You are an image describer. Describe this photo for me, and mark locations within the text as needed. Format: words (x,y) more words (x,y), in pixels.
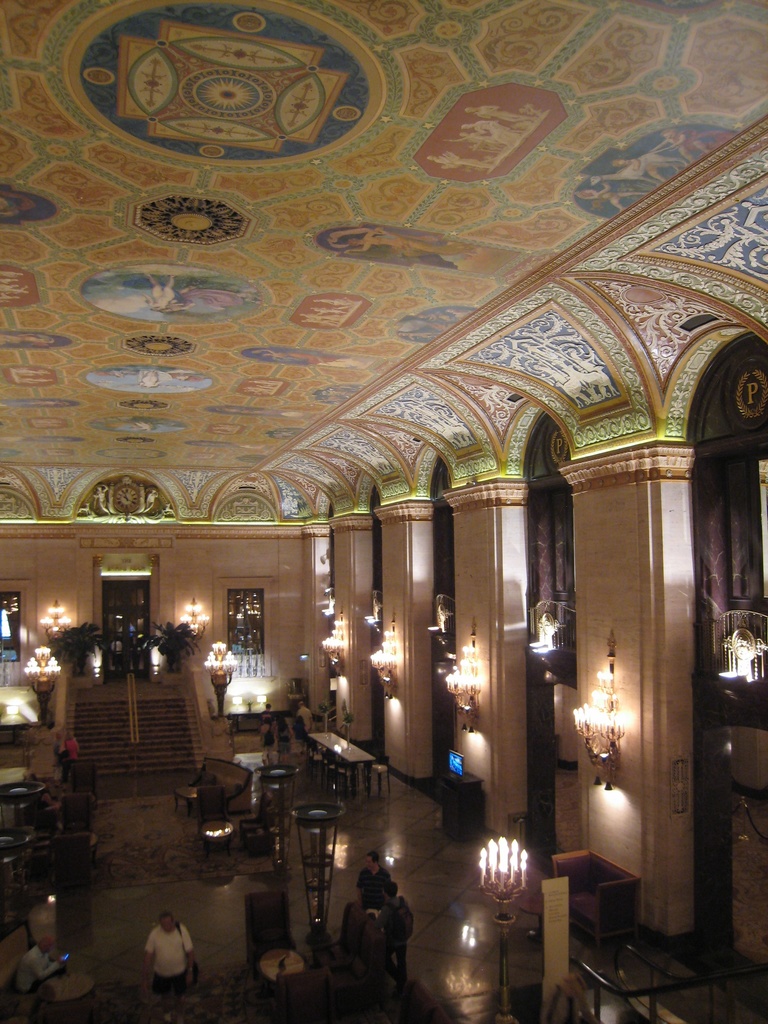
The image is taken inside a building (358,626). At the bottom (8,900) we can see candles (33,665), stands (503,904), people (377,902) and various objects (238,774). In the background (290,594) we can see wall (223,601), plants (167,648), tables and various objects (132,617). At the top (364,184) it is ceiling (340,223), on the ceiling (256,203) we can see paintings (310,198).
